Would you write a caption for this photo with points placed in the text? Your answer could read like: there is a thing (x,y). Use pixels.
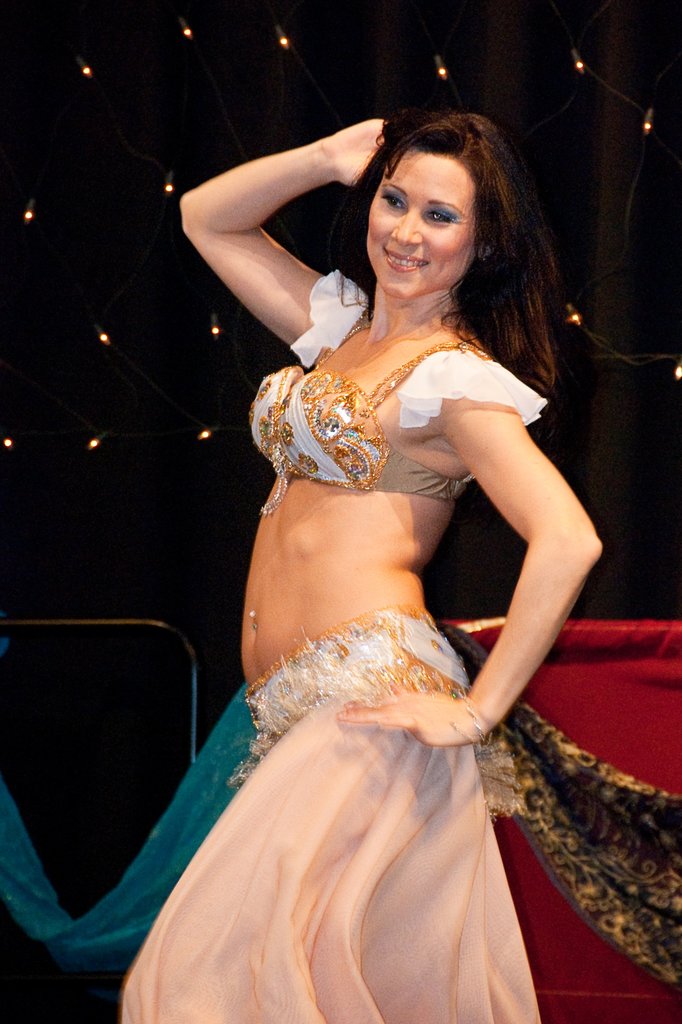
In this image I can see a woman (326,545) wearing white, orange and cream colored dress (333,440) is standing and smiling. In the background (494,632) I can see a red colored cloth (603,719), a blue colored cloth (212,802), few lights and the dark background (668,303).
